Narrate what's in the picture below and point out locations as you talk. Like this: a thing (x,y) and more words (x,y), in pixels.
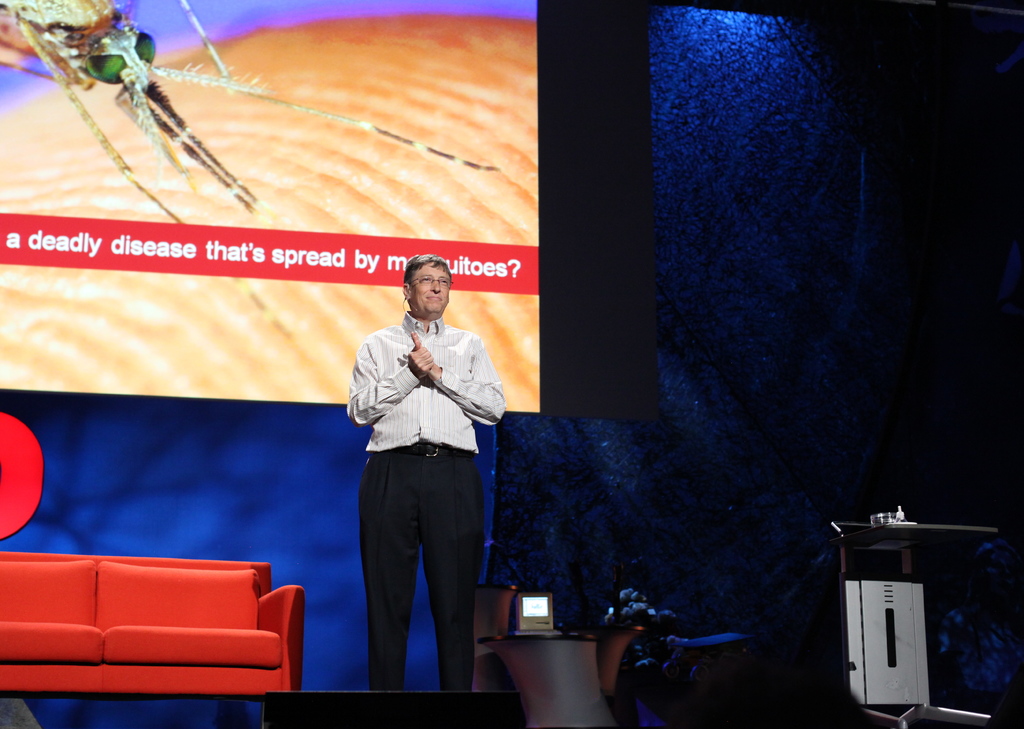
In this image in the center (452,465) there is one man (429,453) who is standing beside him there is one red color couch (101,617) and on the top (78,117) there is one screen (476,100). Beside that screen (370,176) there is one blue color cloth (745,298) and in the bottom (593,652) there is one computer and one table (880,603) is there.
